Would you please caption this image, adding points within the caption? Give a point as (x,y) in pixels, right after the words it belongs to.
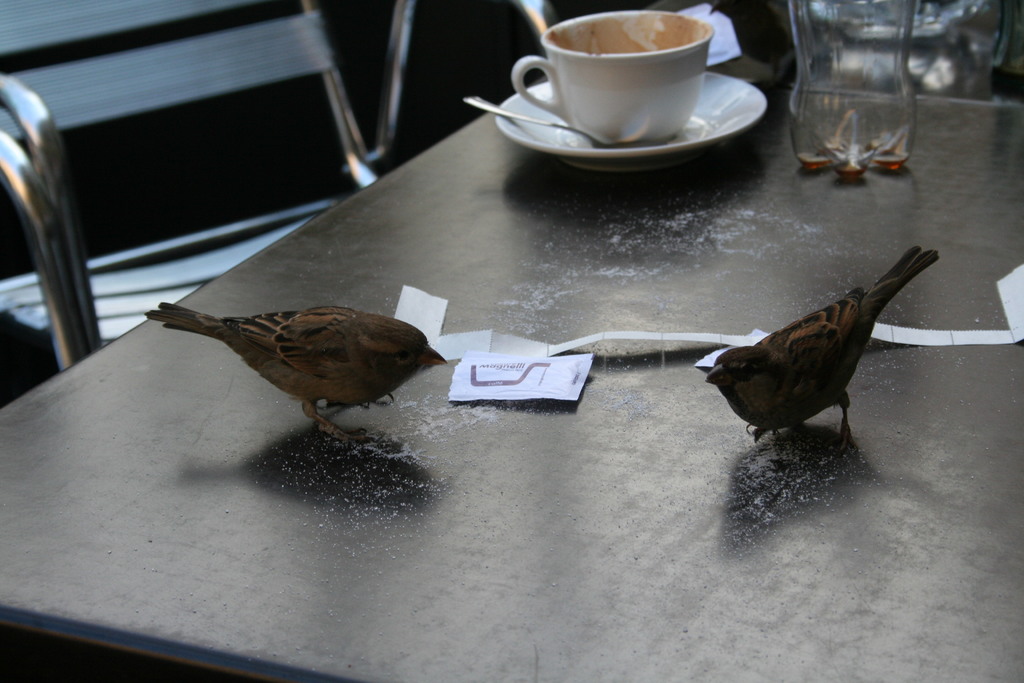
As we can see in the image there is a table (320,599). On table (343,534) there are two birds (326,364), cup (665,108), spoon (542,120), saucer (579,149) and bottle (888,76).
